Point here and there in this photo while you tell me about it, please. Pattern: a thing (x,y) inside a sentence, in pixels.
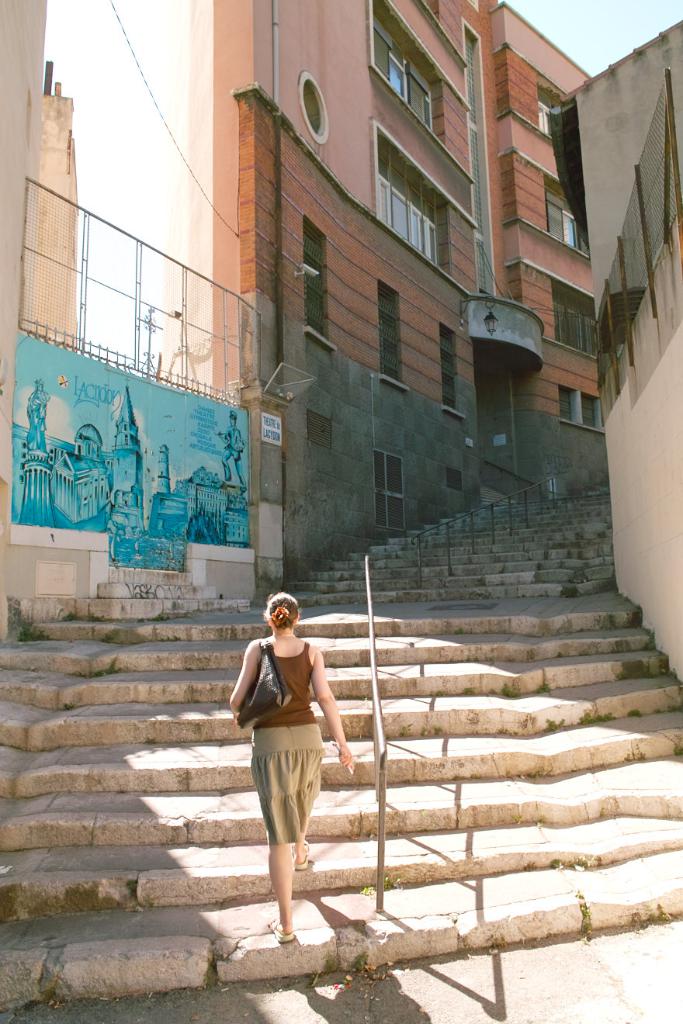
In this image we can see buildings (389,161) with windows (307,102), stairs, stand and we can also see a lady (308,694) walking.
